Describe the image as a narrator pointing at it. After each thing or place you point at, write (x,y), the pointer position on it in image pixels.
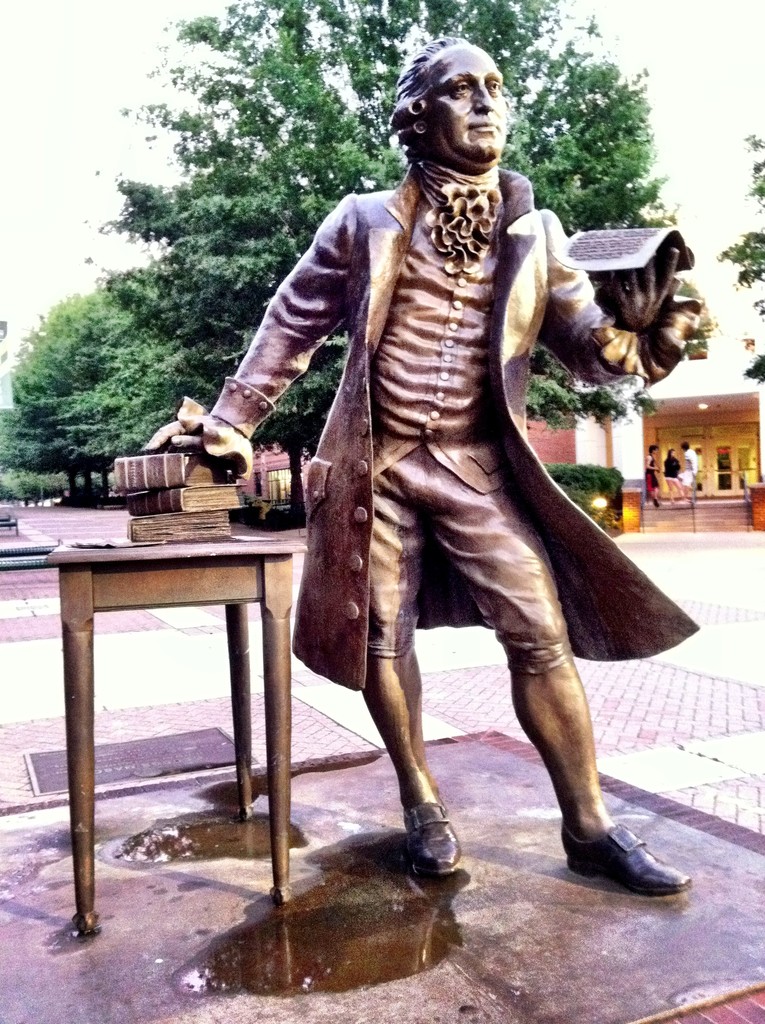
This picture shows a statue (619,328) of a man (546,491) standing and a table (130,549) and books (134,530) on it and we see a tree (224,231) back of the statue (666,262) and a House (638,455).
